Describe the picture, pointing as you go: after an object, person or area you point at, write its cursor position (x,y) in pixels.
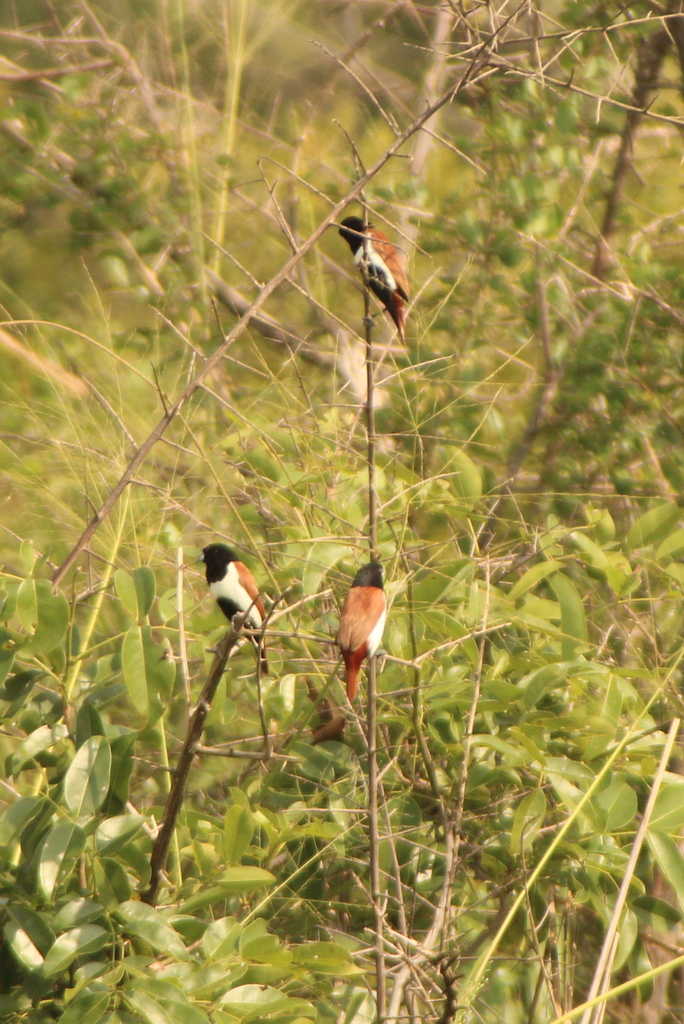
In this image we can see three birds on branches (370,861). There are leaves (332,531). In the background (586,296) it is looking blur.
